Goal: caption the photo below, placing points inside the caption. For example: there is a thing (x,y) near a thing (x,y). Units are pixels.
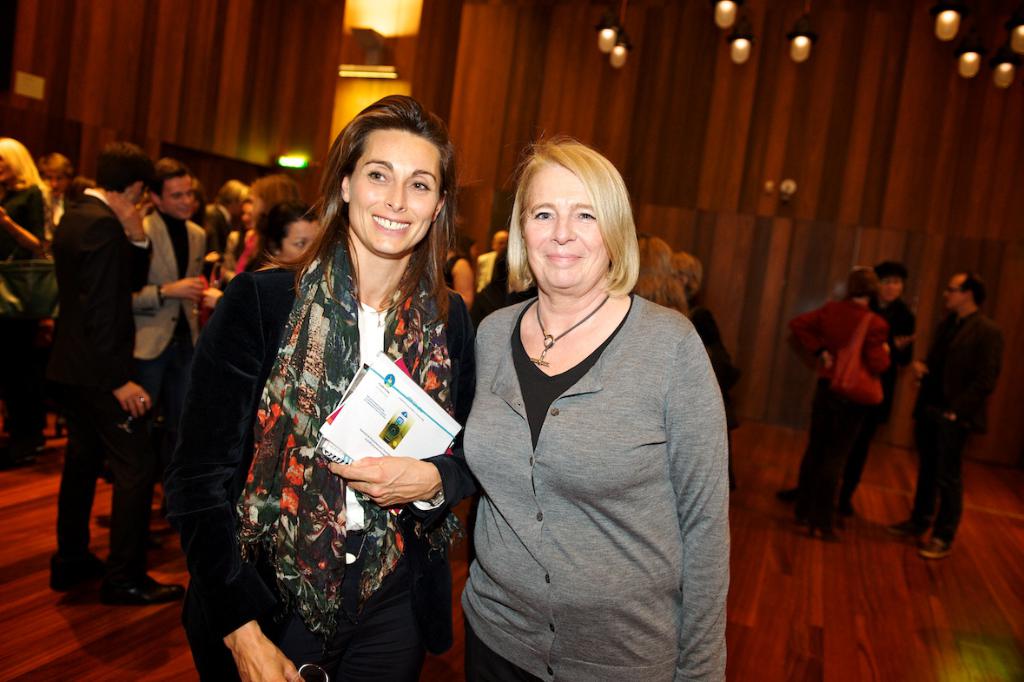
In the center of the image (615,228) we can see two ladies (508,354) standing. The lady (362,168) standing on the left (318,342) is holding books (394,424) in her hand (419,464). In the background (104,224) there are people (952,371) and wall (666,167). At the top (374,60) there are lights (378,38).
